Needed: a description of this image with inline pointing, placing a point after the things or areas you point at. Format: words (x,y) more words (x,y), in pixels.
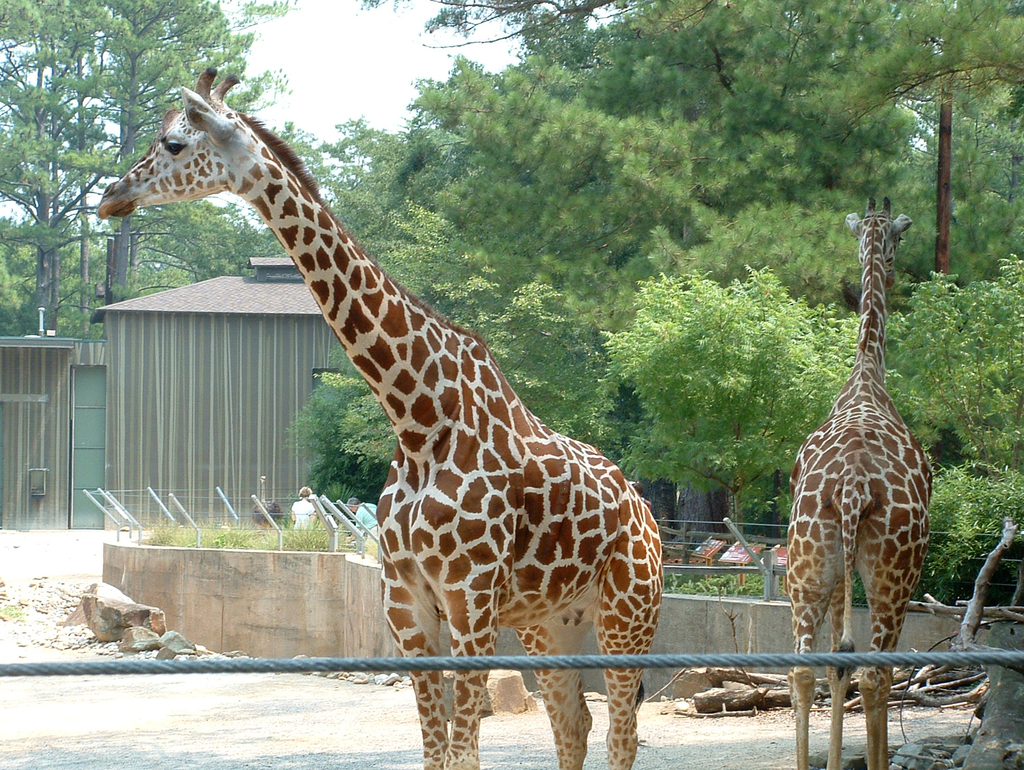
In this image there is a rope (34,673), behind the rope (992,661) there are giraffes (603,515), in the background (564,276) there are trees (356,474), people (311,511) and the sky (354,39).
